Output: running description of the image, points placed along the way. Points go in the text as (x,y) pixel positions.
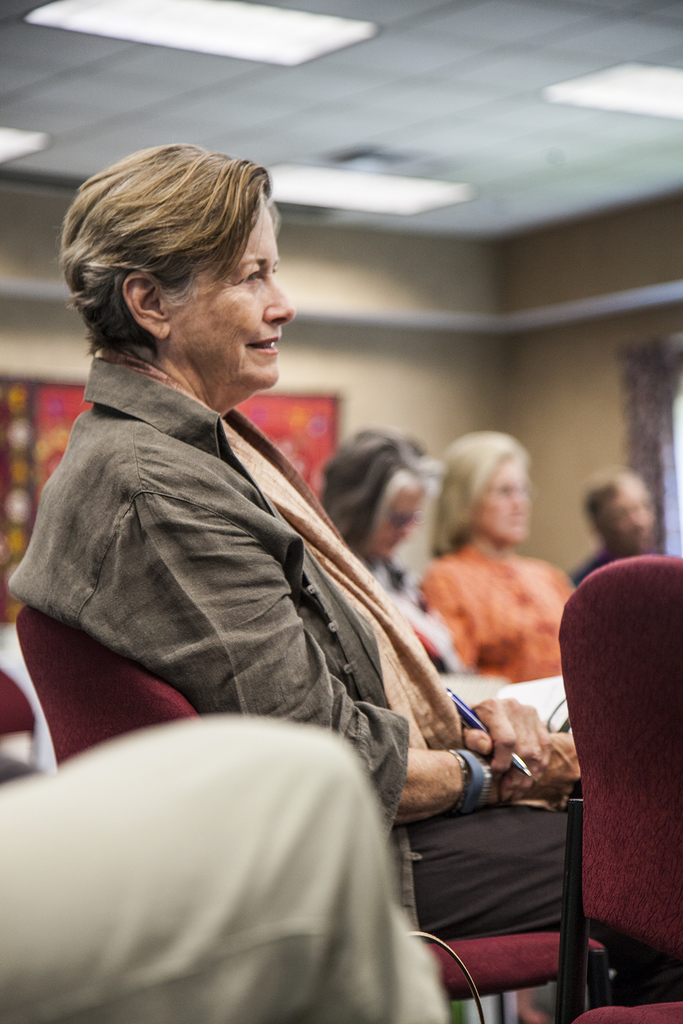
In this image I can see few people (326,527). Among them one person (389,650) is sitting and holding a pen (461,715).
